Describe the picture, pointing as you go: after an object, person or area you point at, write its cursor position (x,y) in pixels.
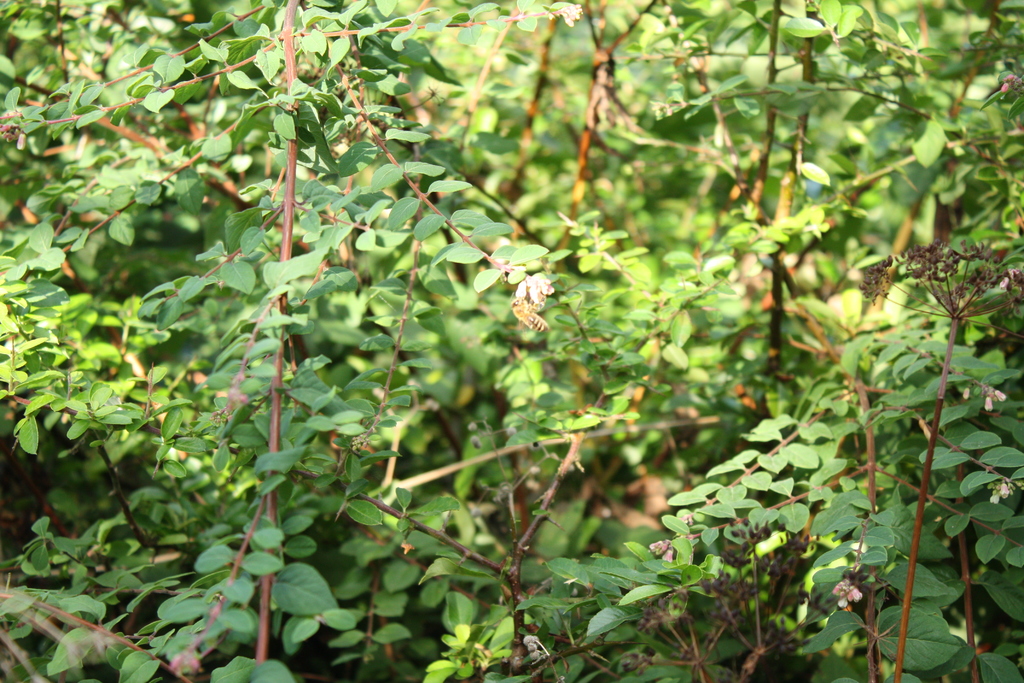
In this image we can see branches (381,233) of trees (730,446). Also we can see honey bee (528,314) on a flower (539,292).
